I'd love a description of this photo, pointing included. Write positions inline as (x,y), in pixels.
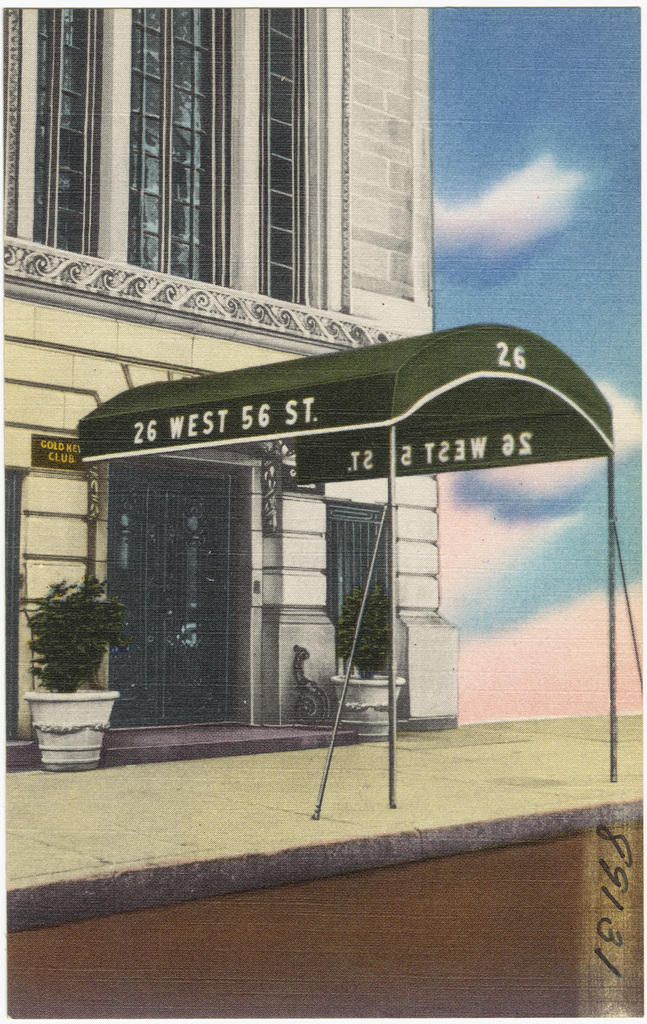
In this picture we can see a paper (204,736) and on the paper (204,736) there is a building (166,62) and house plants (117,607). Behind the building (210,302) there is a sky (503,292).
